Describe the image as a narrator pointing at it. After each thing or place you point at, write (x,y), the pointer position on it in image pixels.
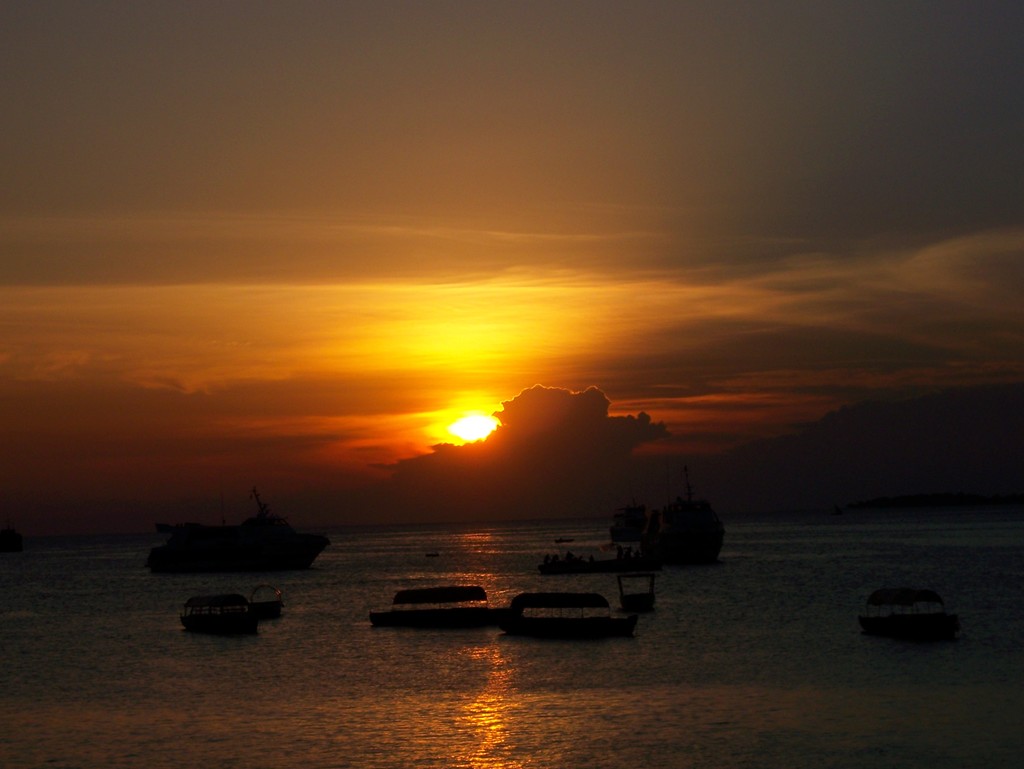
In this image I can see some boats (885,632) on the water (802,653). In the background (453,486) I can see the trees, sun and the sky (501,477).
